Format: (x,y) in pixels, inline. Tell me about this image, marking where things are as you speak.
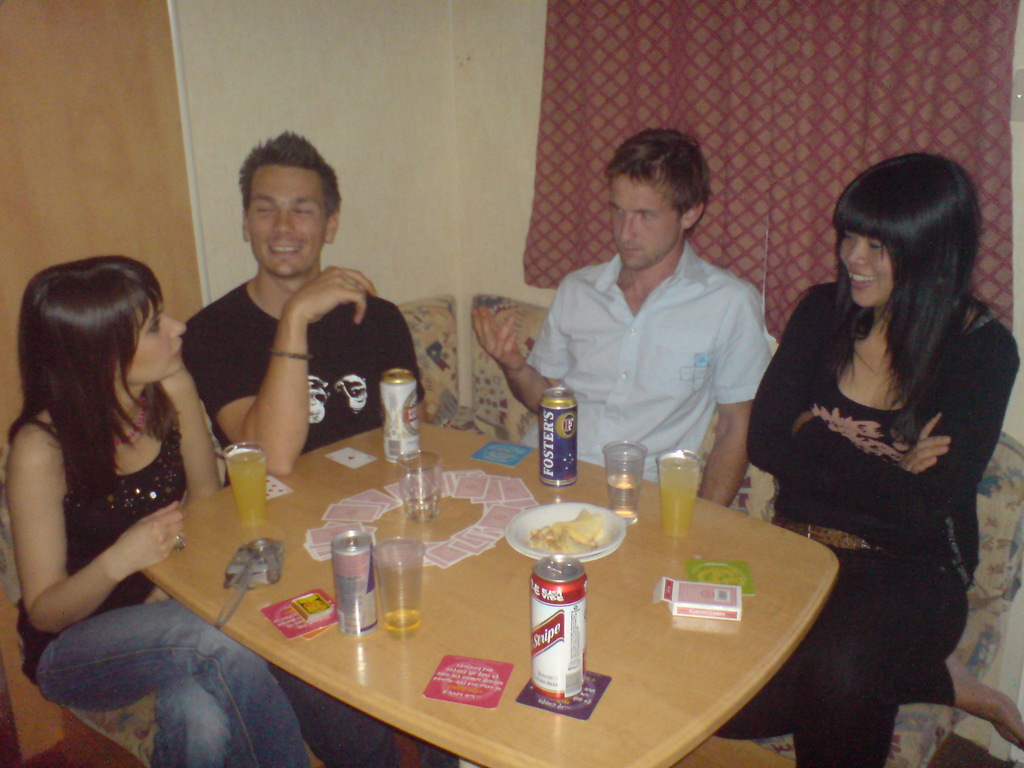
As we can see in the image there is a wall (444,132), curtain (635,126), few people (545,341) sitting on sofas (517,398) and a table (530,745). On table (695,638) there is a matchbox (695,609), tins (551,610), glasses (693,464) and cards (458,545).
